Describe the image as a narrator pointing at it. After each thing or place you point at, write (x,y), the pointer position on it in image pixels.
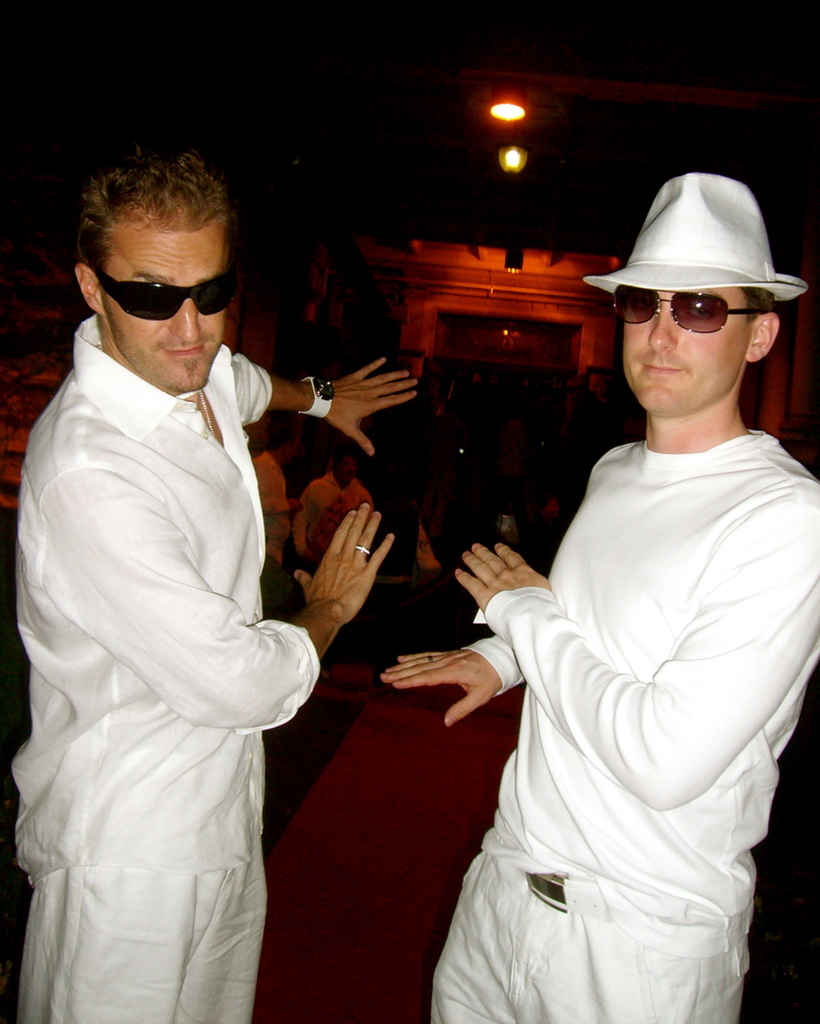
In this image there is a person (193,759) standing. He is wearing goggles (167,286). Right side (632,710) there is a person (642,390) wearing goggles (695,304) and a cap (717,219). Behind them there are people (271,552). Background (356,265) there is a wall (449,260). Top of the image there are lights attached to the roof (460,124).
